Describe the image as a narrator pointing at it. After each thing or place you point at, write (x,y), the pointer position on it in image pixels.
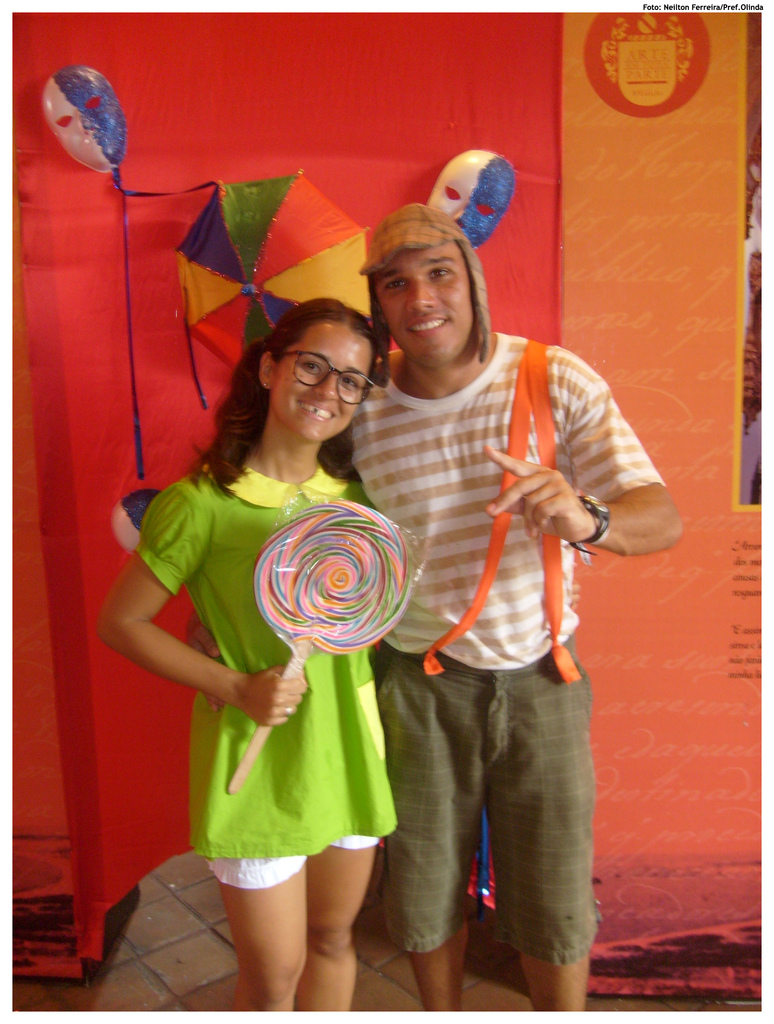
In the picture I can see a girl (308,923) on the left side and she is smiling and beside to her there is a man (435,473). He is wearing a T-shirt (518,554) and shorts (579,774). In the background (465,190), I can see the masks (481,190) on the red cloth (330,143).
